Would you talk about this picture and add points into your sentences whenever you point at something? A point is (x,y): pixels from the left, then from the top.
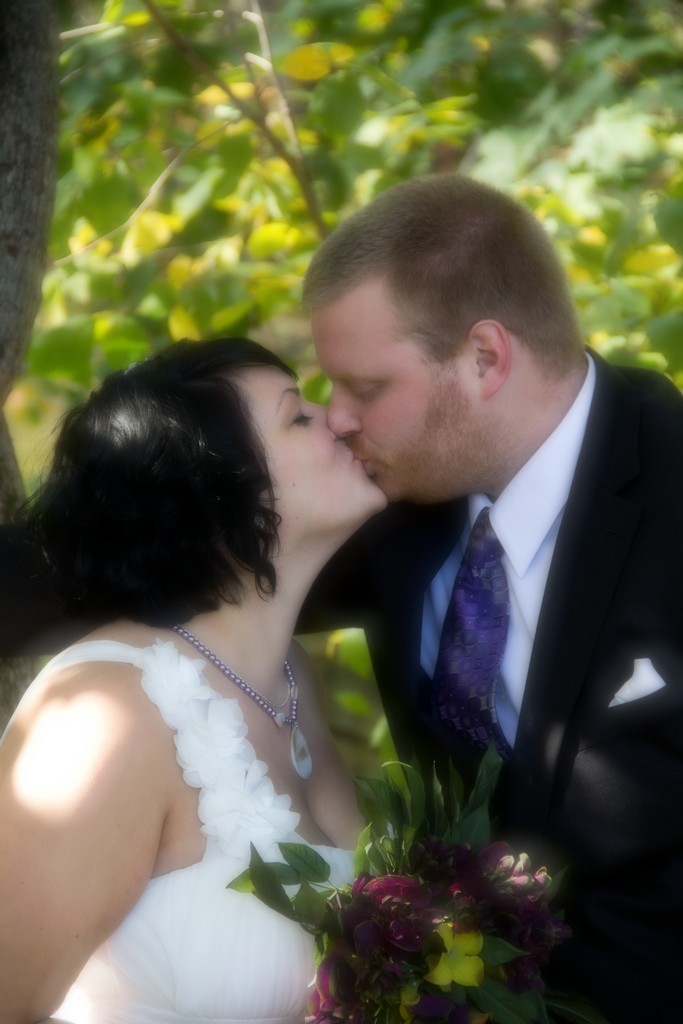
In the image we can see a man (396,489) and a woman (273,524) wearing clothes (652,389) and they are kissing each other and the woman (253,645) is wearing a neck chain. Here we can see flower bouquet (443,895), leaves (302,239) and the background (140,305) is slightly blurred.
